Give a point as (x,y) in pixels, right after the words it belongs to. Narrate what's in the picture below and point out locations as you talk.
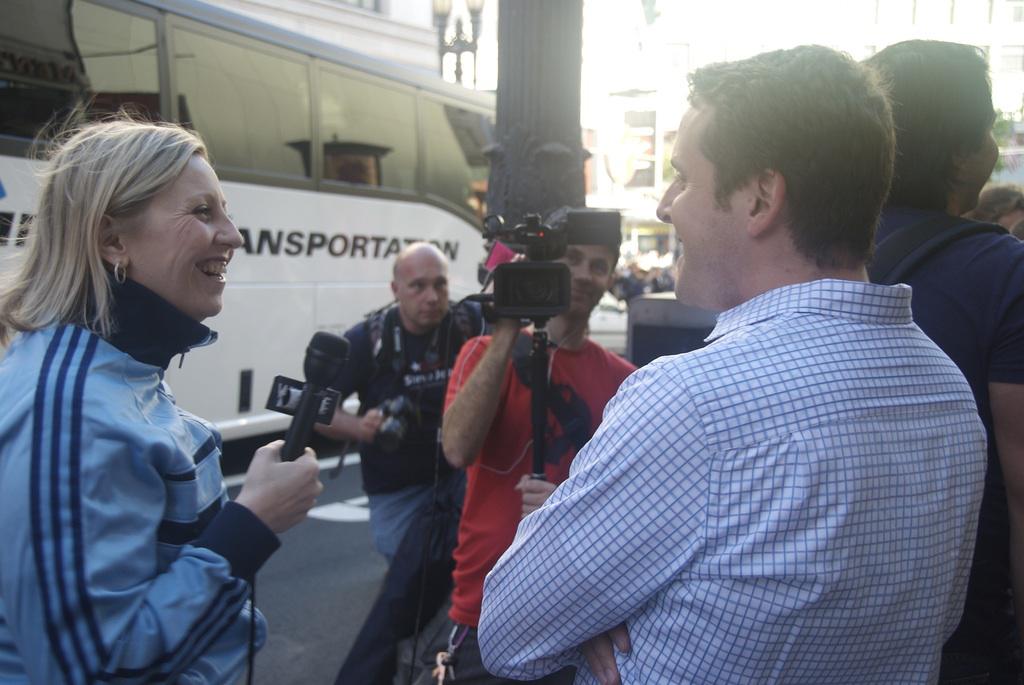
In this image there are group of people (900,213) standing, two persons (610,353) holding cameras (400,399), a person (214,253) holding a mike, and in the background (532,46) there is pillar (566,68), buildings (710,39), poles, lights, bus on the road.
